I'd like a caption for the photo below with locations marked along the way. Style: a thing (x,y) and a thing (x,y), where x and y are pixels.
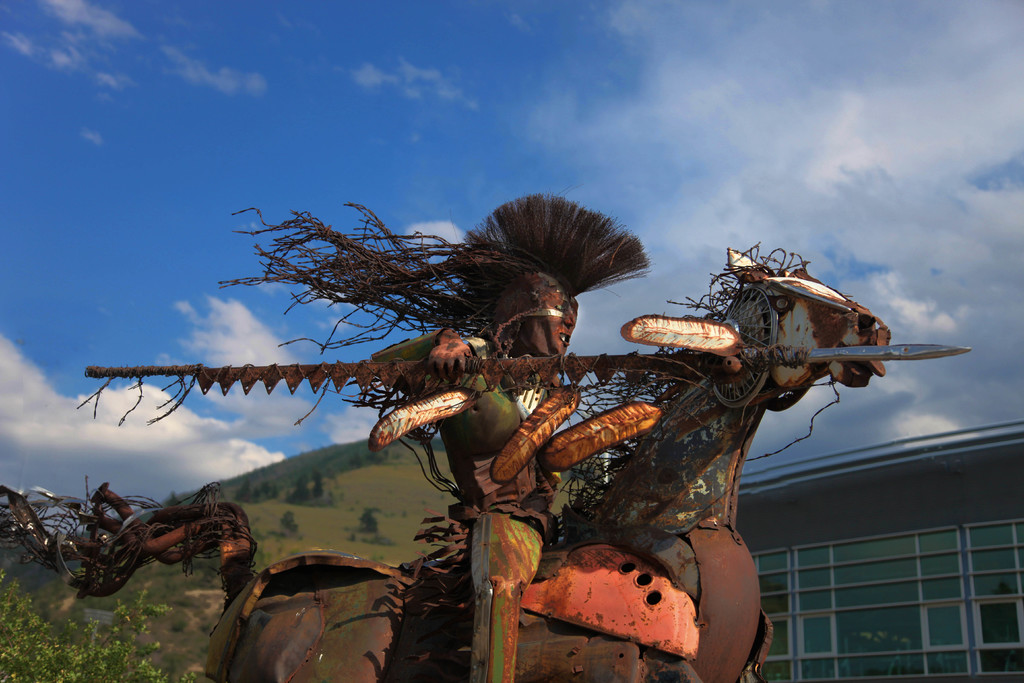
In this picture I can see in the middle (493,353) it looks like there are statues (572,488) made up of metal (633,540), on the right side (755,524) there is a house (755,524), in the background (367,496) there are trees (391,452) and hills (356,494). At the top (515,82) there is the sky (515,82).
